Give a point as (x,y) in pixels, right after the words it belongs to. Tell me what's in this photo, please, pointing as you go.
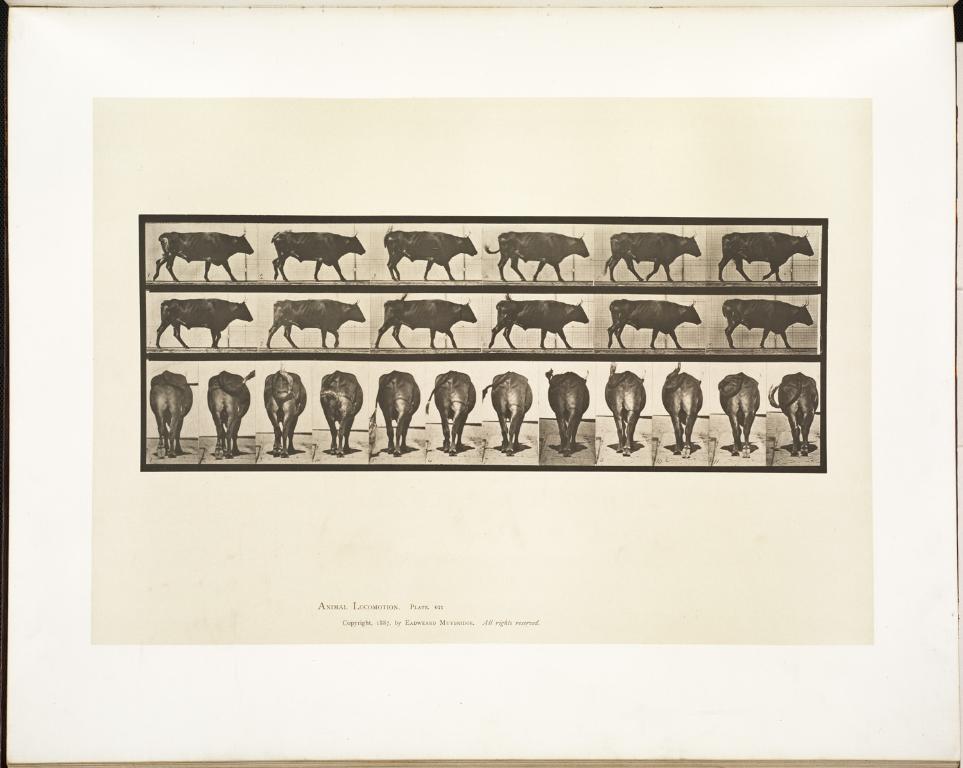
In this image we can see a poster (421,553). In this poster (651,245) there are different pictures (498,224) of an animal (526,257). Something is written at the bottom of the image (336,601).
